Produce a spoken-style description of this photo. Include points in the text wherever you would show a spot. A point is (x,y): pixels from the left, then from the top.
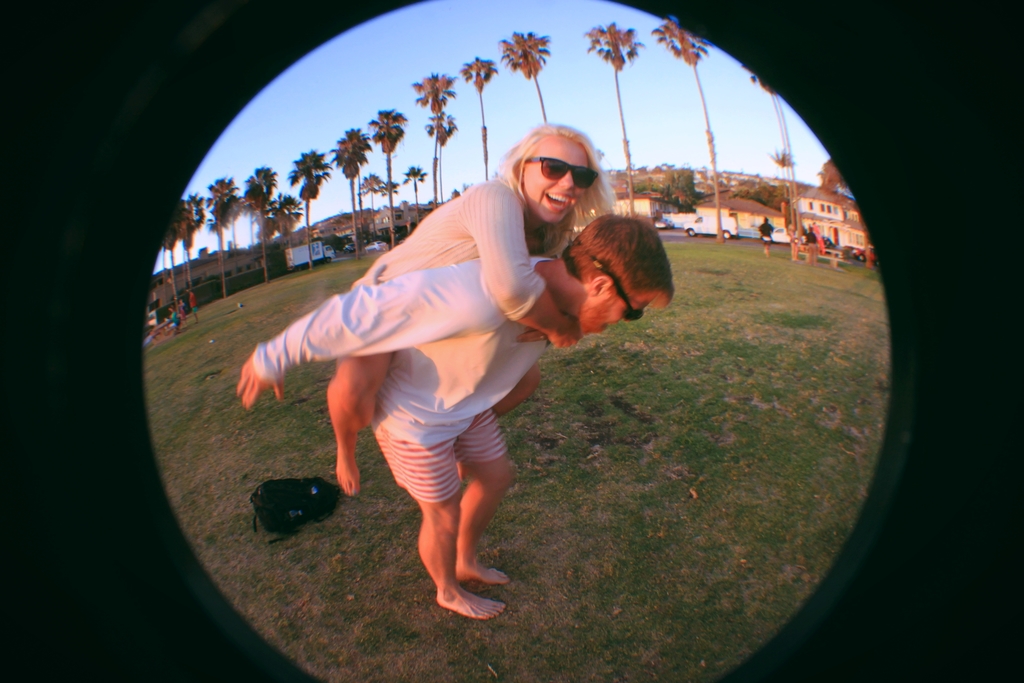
In this picture I can see a person (380,447) holding the lady (383,353), behind there are some trees (671,205), houses (745,207) and vehicles (667,226) on the road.
